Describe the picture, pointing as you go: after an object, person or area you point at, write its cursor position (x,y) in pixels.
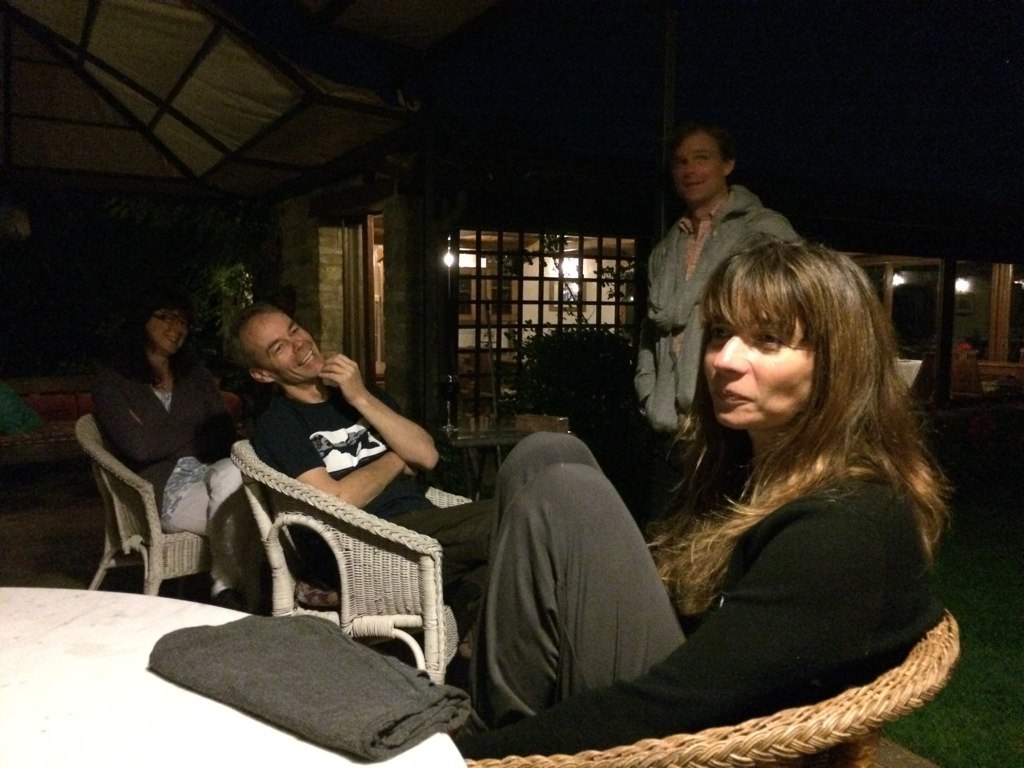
In this image we can see two woman (217,442) and one man (294,441) is sitting on the chair (386,534), behind one man (667,262) is standing. In front of one woman (799,564) who is wearing black and grey color dress (638,609), one white color table (139,663) is there. On the top of the table (106,714) one cloth (324,686) is kept. Behind them one house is there and plants (555,377) are present.
